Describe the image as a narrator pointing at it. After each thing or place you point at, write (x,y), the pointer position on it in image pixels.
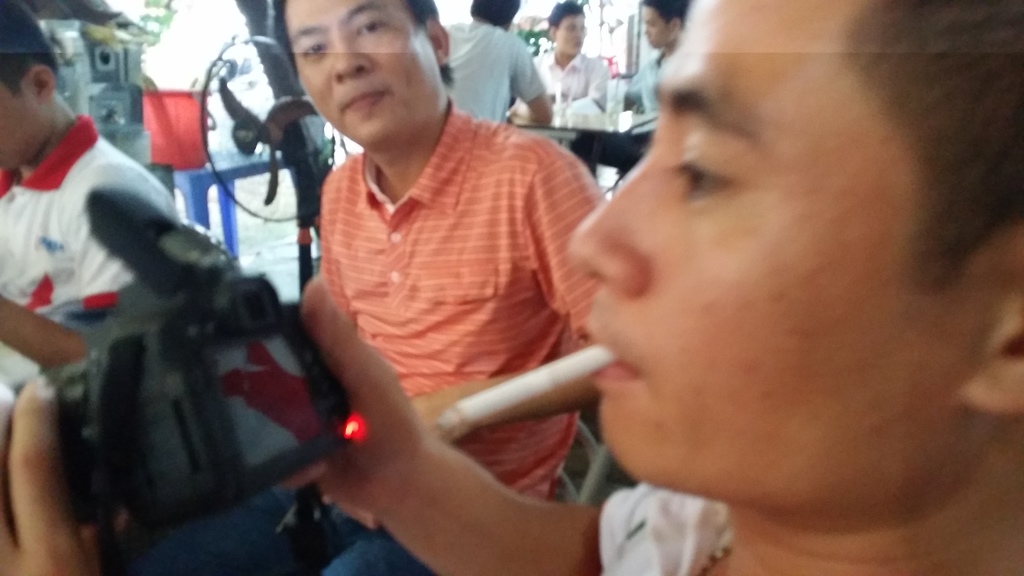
In this image we can see this man (631,473) is having cigarette (513,391) in his mouth (615,359) and holding a camera (178,447) in his hands (321,481). In the background (208,156) we can see few people (425,121) and table fan (291,187).
